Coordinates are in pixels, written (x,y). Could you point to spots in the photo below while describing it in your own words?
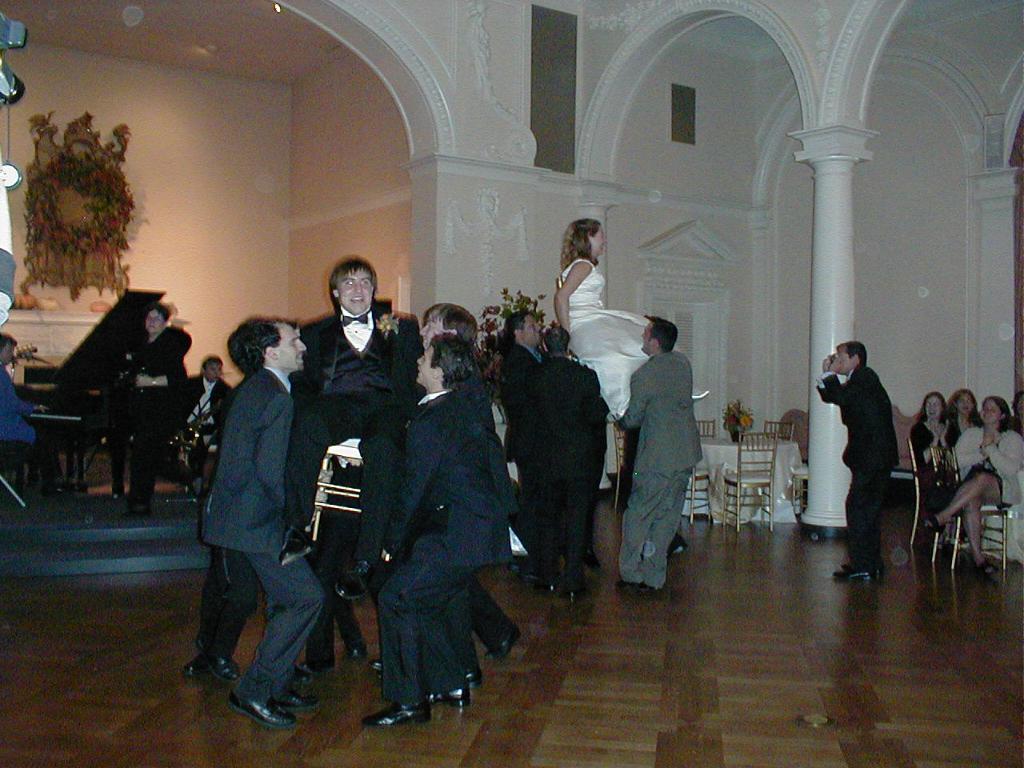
This image is taken indoors. At the bottom of the image (624,722) there is a floor (304,717). In the background (358,222) there are a few walls (548,203) with carvings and there is a pillar (825,429). There are a few musical instruments (97,391). There is an architecture (75,249) and there is a table (52,314) with a few things (44,299) on it. On the right side of the image (964,424) a few women (970,440) are sitting on the chairs (932,448). A man (886,416) is standing on the floor (912,566). There are a few empty chairs (728,473) and a table (788,457) with a flower vase (735,430) and a table cloth (733,458) on it. In the middle of the image (678,430) there are a few people (263,426) standing and lifting a man (373,360) and a woman (601,335).
